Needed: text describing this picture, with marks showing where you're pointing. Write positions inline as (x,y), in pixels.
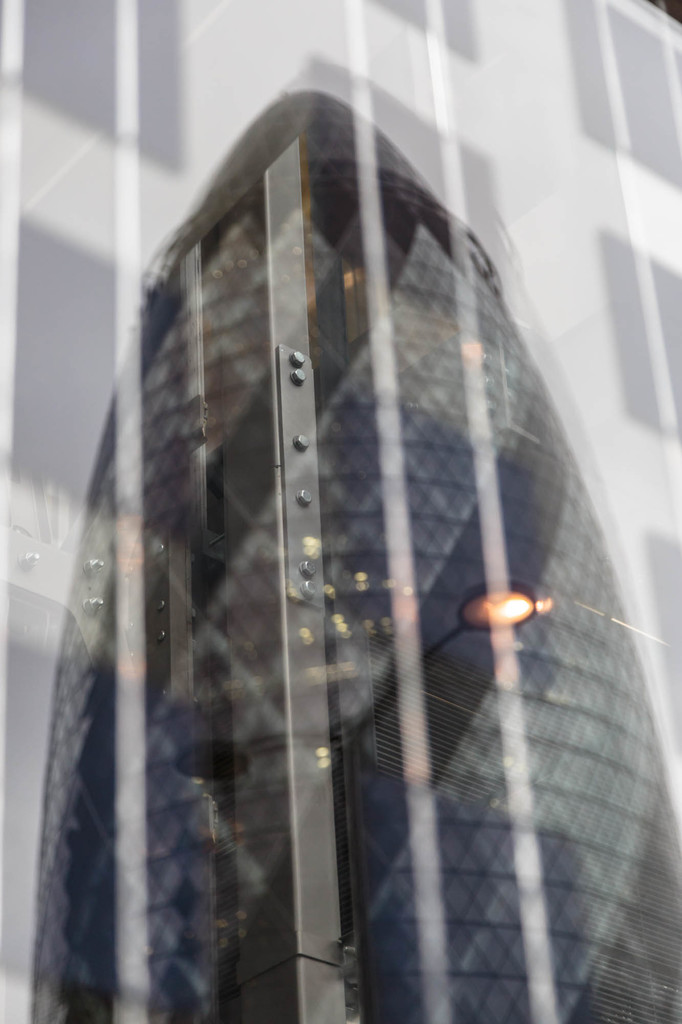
In image there is a glass material (157,530) having reflection (352,392) of a tower (229,516), behind it there is a building (250,313).
